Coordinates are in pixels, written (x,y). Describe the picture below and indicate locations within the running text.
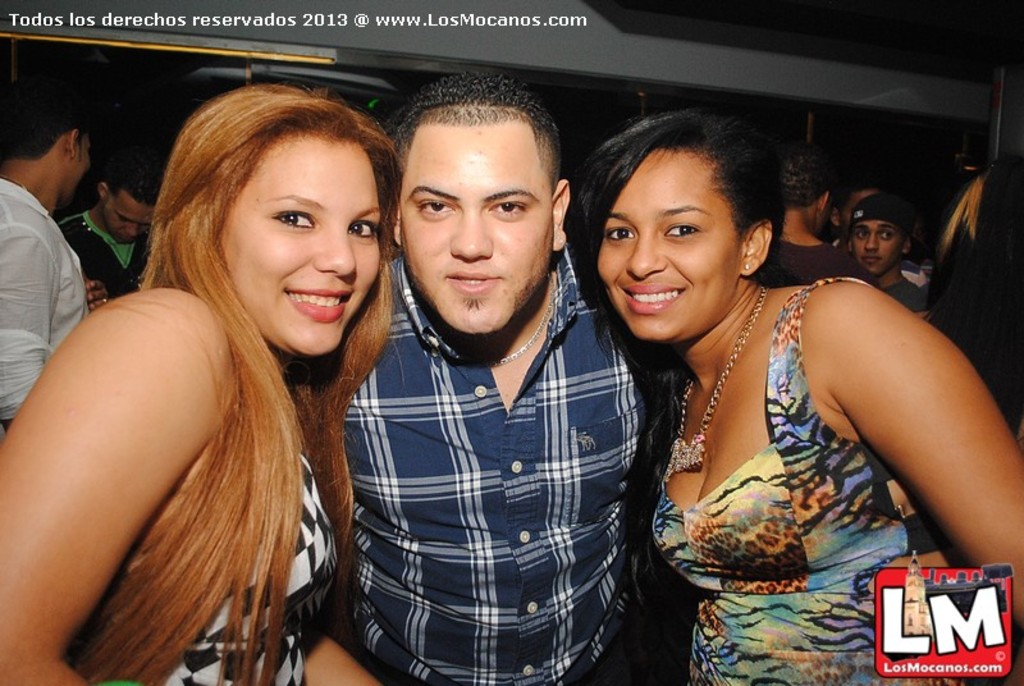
In this image, we can see a group of people (437,191). In the middle (388,420), we can see three people (510,301) are smiling. Top of the image (576,83), we can see a roof (554,67). There is a watermark (538,17) in the image here we can see. Right side (892,613) bottom, we can see the logo (898,630).
